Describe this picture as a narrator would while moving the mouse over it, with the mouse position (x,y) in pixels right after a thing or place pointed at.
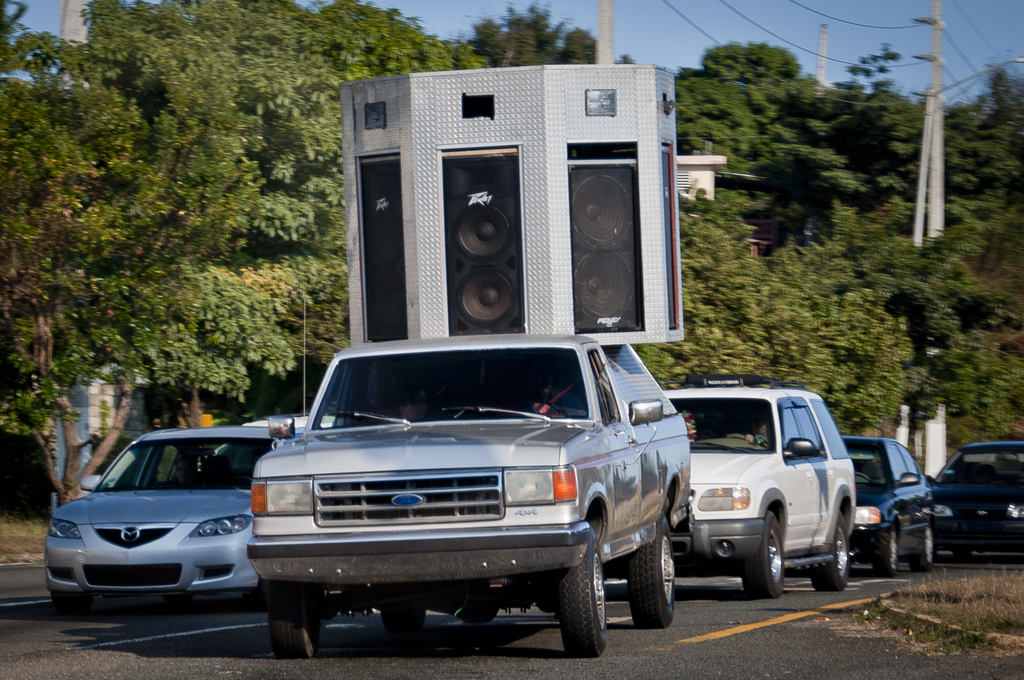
In this image I can see many cars (587,537) on the road (724,626). In the middle of the image (542,262) there are few speakers (477,280) at the top of a vehicle (541,394). In the background (200,217) there are many trees (219,179) and poles (941,220). At the top of the image (732,35) I can see the sky (663,20) and also there are cables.
